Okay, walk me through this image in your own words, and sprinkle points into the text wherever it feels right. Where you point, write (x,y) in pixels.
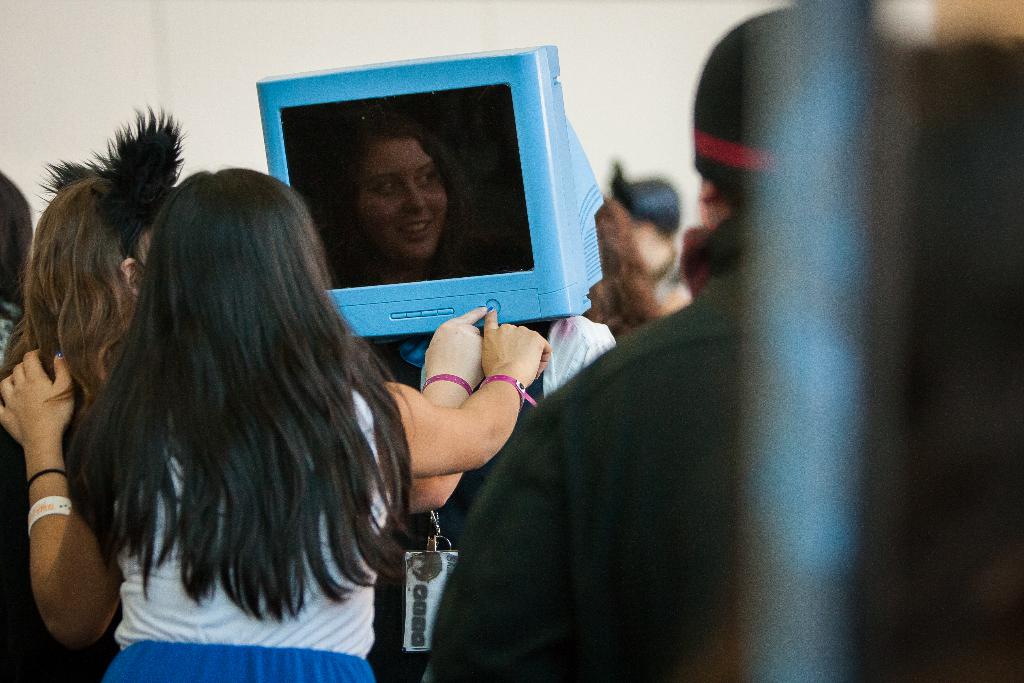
In this image, we can see a group of people (587,466) and television (541,249). We can see screen (439,208). Background (613,57) there is a wall (623,70). Here we can see two people (470,345) are pressing a button (490,311).
